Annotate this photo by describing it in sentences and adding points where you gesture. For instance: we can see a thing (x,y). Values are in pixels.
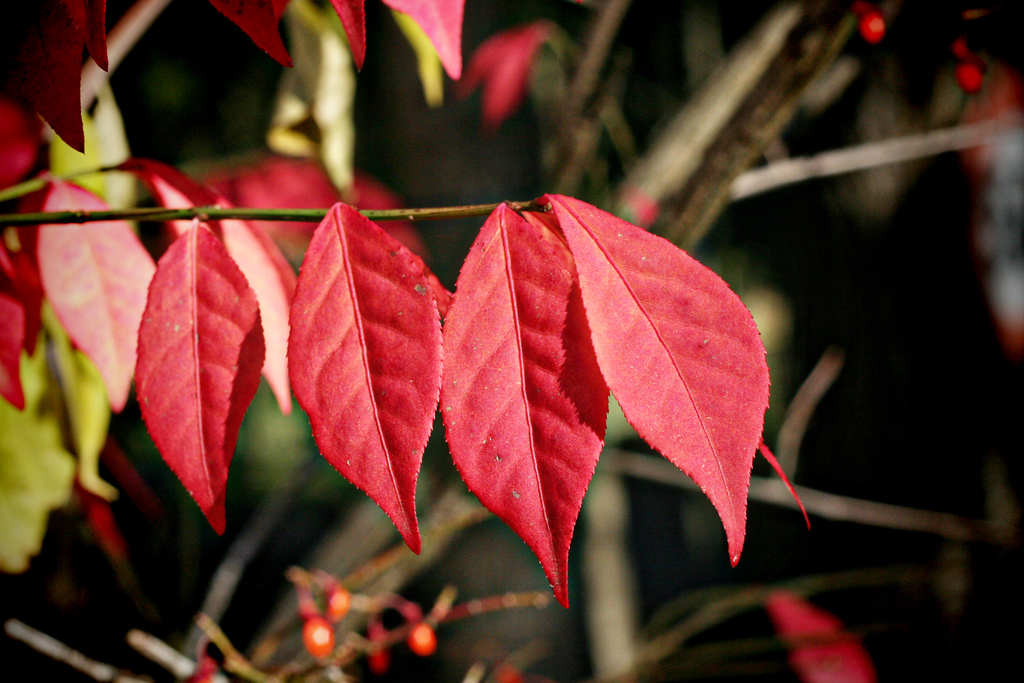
In this picture I can see the trees (669,238). In the center (384,416) I can see the red leaves (366,416) on this branch (310,209).
